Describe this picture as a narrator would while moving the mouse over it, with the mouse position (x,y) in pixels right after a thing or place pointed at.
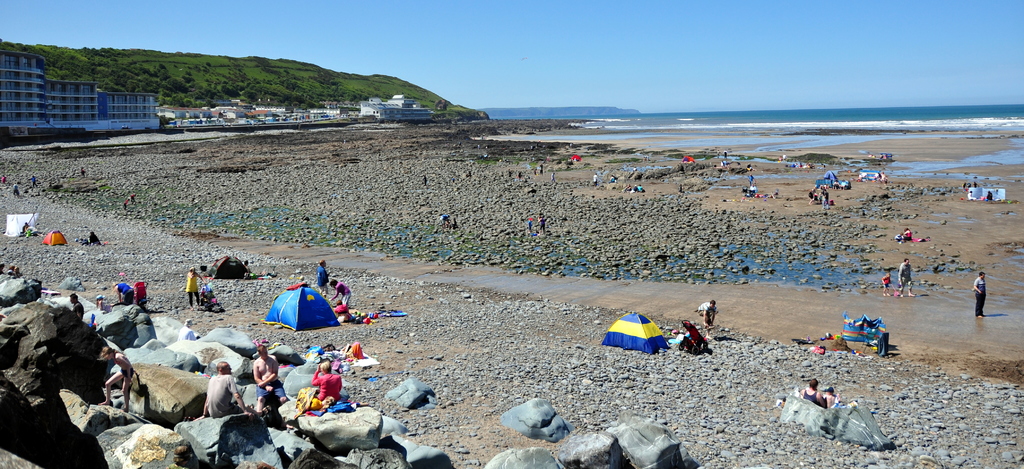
In the left side (283,321) few people (318,380) are sitting, there are few tent houses (271,314), in the right side (872,113) it looks like a sea (764,129) and in the left side (98,99) there is a big building (128,119). In the middle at the top (481,30) it's a blue color sky (487,26).
